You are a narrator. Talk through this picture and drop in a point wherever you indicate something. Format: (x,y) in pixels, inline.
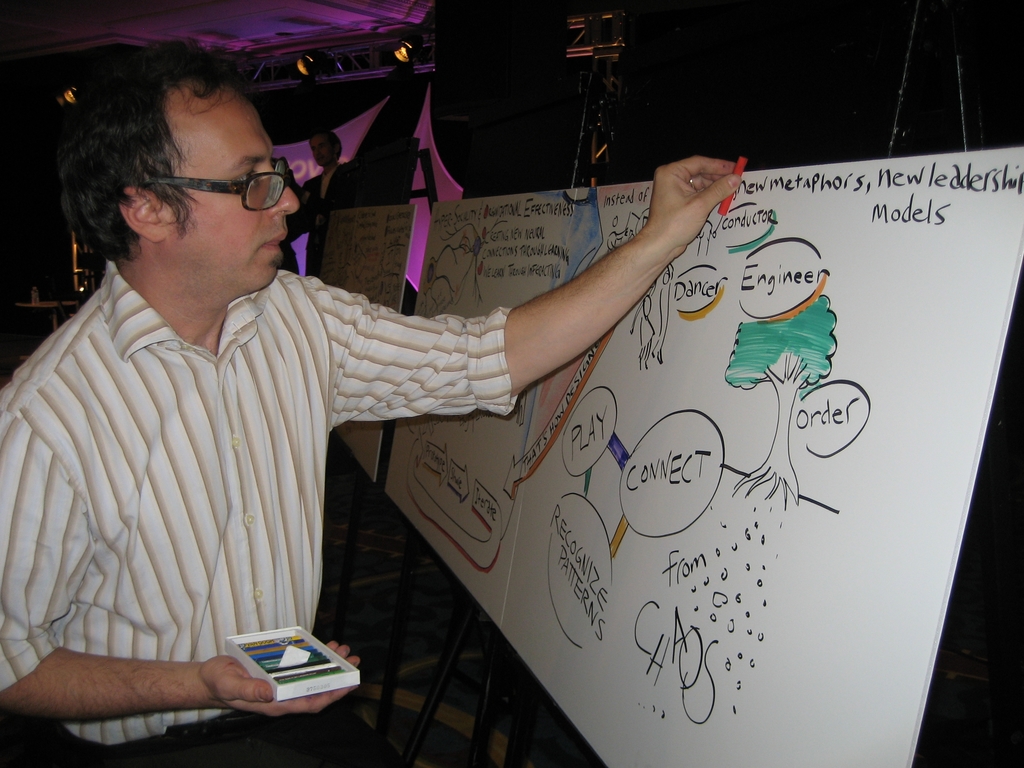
In this image in front (266,661) there is a person (166,186) holding some objects (278,665). In front of him there are boards (680,548) with drawing (713,308) and some text (717,287) on it. In the background of the image (386,61) there are metal rods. There are people (332,176). On top of the image (307,76) there are lights (318,69).
